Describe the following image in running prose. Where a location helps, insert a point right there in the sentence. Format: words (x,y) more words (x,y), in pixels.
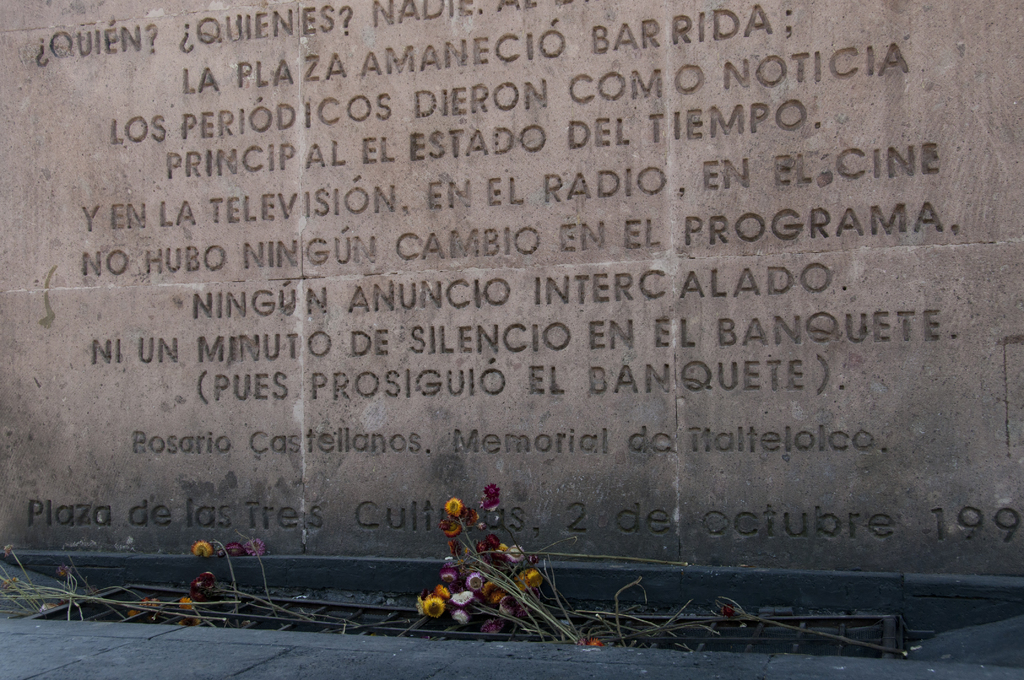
In this image there is a wall (356,203) on which there is some script (450,245). At the bottom (468,582) there are flowers (446,589) and some wooden sticks (285,612).
